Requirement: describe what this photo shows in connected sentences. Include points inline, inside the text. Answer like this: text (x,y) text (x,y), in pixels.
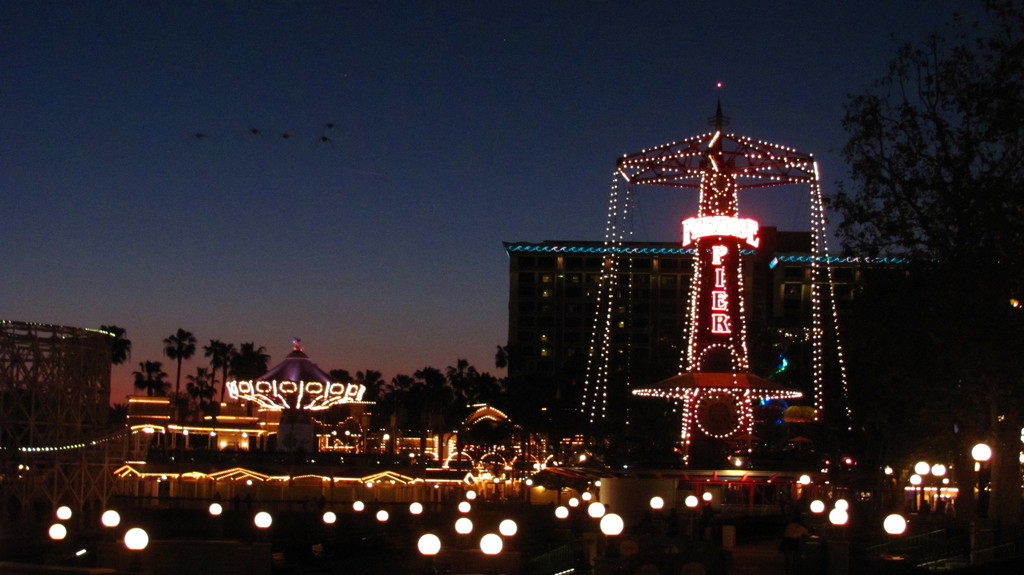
In the image we can see decorative lighting arrangement (352,402), here we can see the building (545,319) and trees (390,420). Here we can see the lights (537,489) and the sky (350,196).
